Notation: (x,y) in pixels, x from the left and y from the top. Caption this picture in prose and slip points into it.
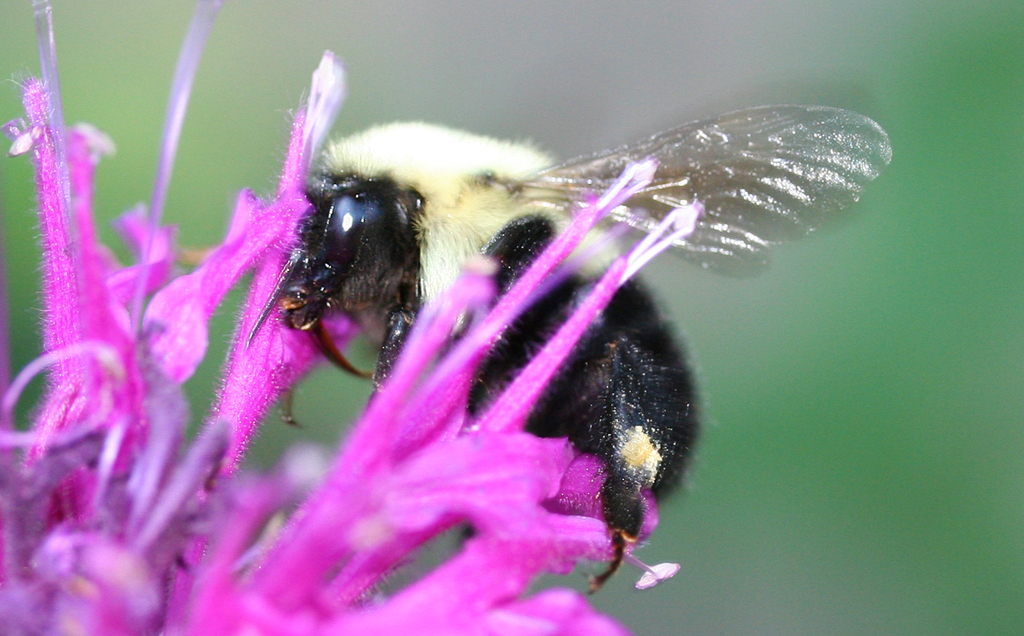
In this image in the foreground (164,436) there is a flower (335,518) and there is an insect (575,383) on the flower (416,427) and the background (195,141) is blurry.
